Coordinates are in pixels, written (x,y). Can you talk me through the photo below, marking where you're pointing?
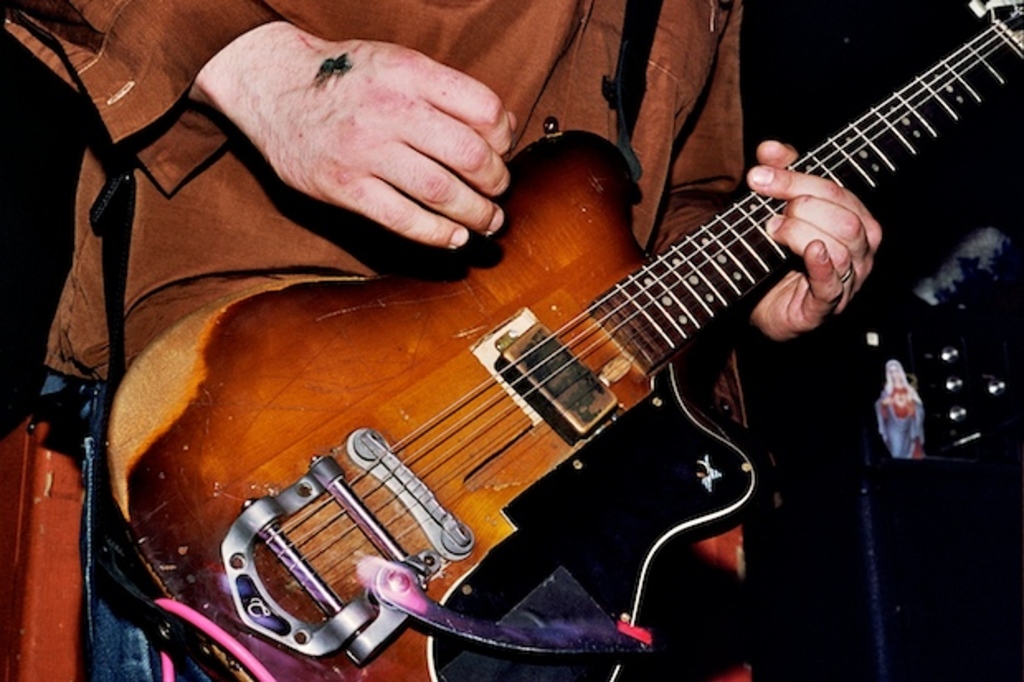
In this picture there is a man (313,10) who is standing and playing a guitar (484,559). There is an idol (887,408) on the amplifier (925,430).
